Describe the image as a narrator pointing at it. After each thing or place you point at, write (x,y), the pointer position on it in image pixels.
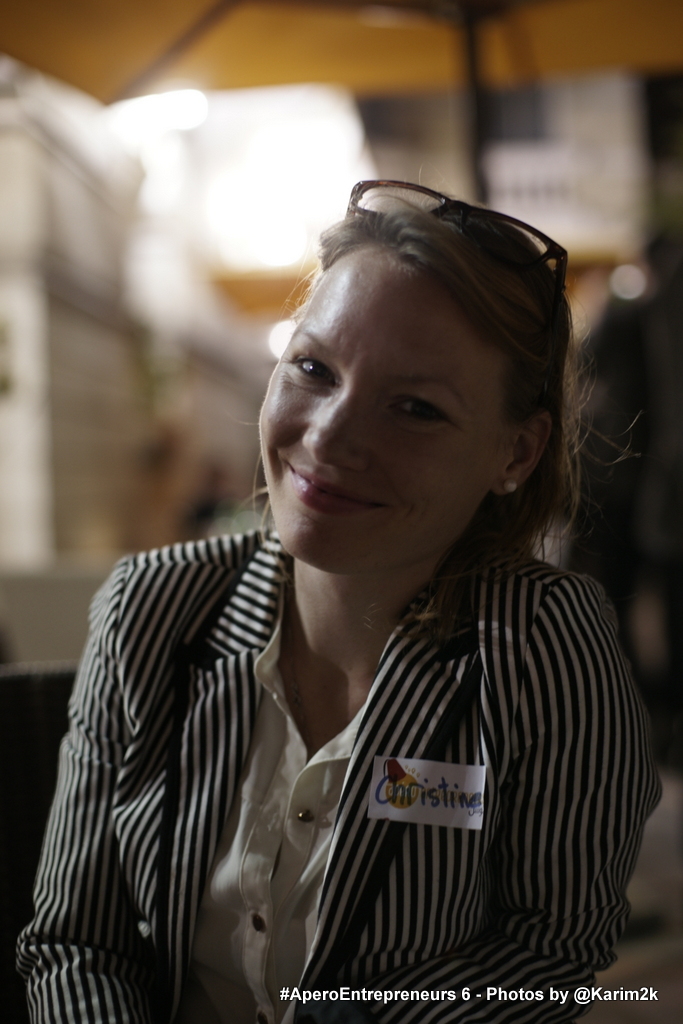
In the center of the image (366,407) we can see a lady (361,611) smiling. She is wearing a jacket (543,812). In the background (427,146) there is a wall (69,221).
